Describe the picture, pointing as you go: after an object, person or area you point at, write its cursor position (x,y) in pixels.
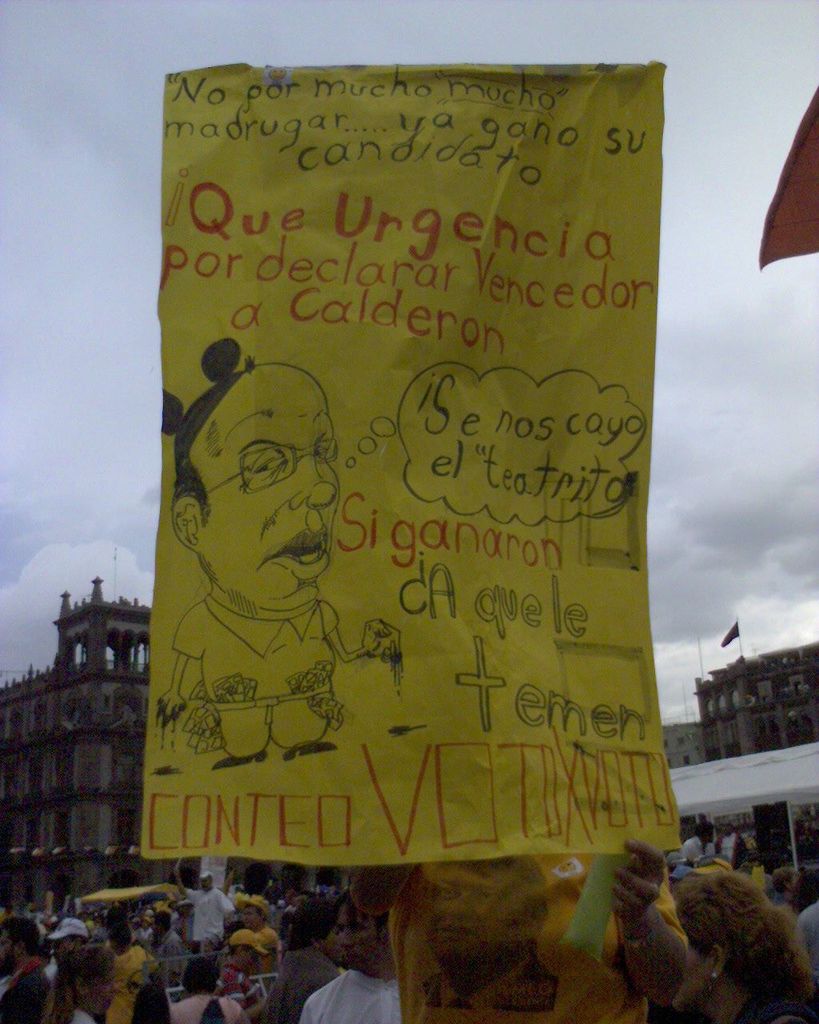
In this image there is a person (452,962) holding the banner (330,359). Behind him there are people (120,936) standing on the road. In the background (739,668) there are flags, buildings (5,704) and sky (61,338).
